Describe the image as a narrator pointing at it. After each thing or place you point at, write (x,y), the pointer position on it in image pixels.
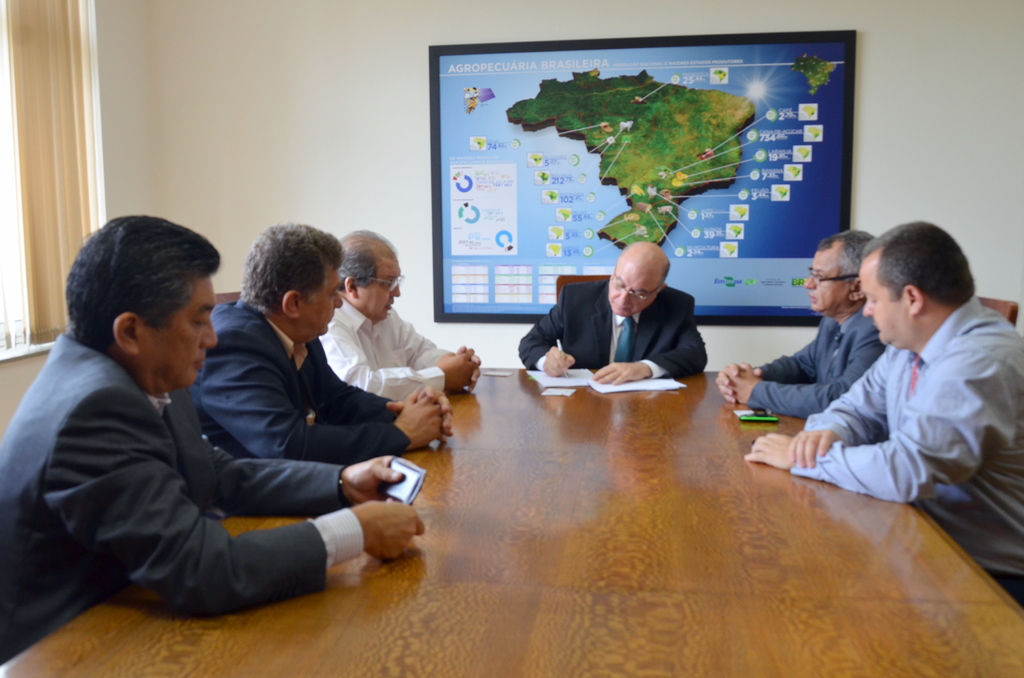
In this image I can see number of persons (169,388) are sitting on chairs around the brown colored table (644,509) and on the table (564,525) I can see few papers (552,395). In the background (324,166) I can see the white colored wall (270,133) and a huge screen (679,132) attached to the wall (230,65). To the left side of the image (45,77) I can see the cream colored curtain (48,93).
